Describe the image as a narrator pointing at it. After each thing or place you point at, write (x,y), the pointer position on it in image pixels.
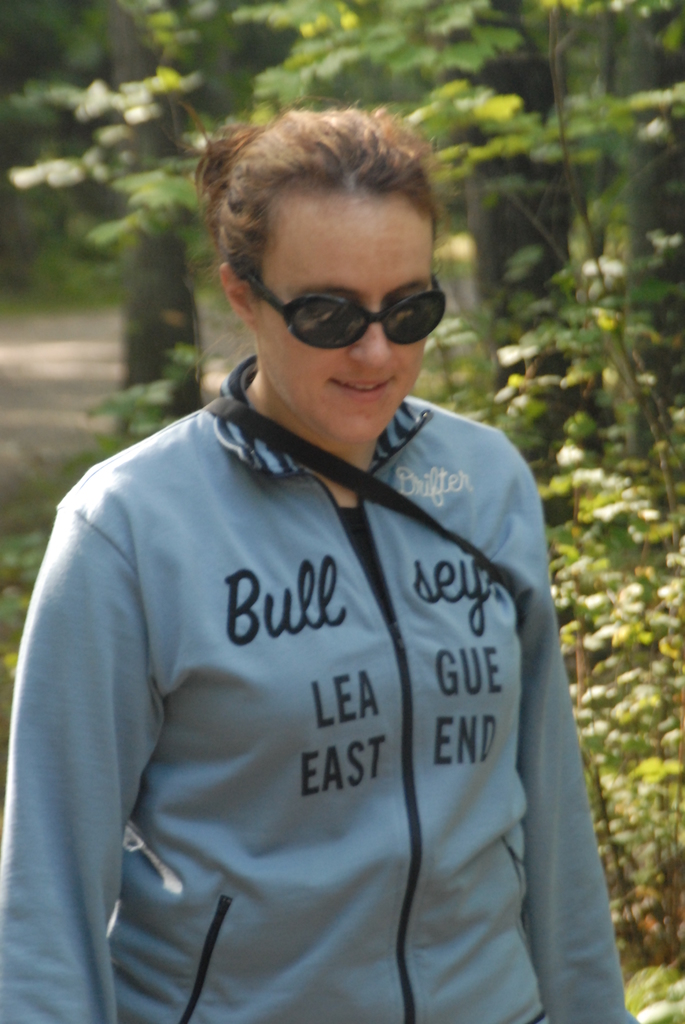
In this picture we can see a woman (327,631), she is wearing a goggles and in the background (584,570) we can see trees (632,331) on the ground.
